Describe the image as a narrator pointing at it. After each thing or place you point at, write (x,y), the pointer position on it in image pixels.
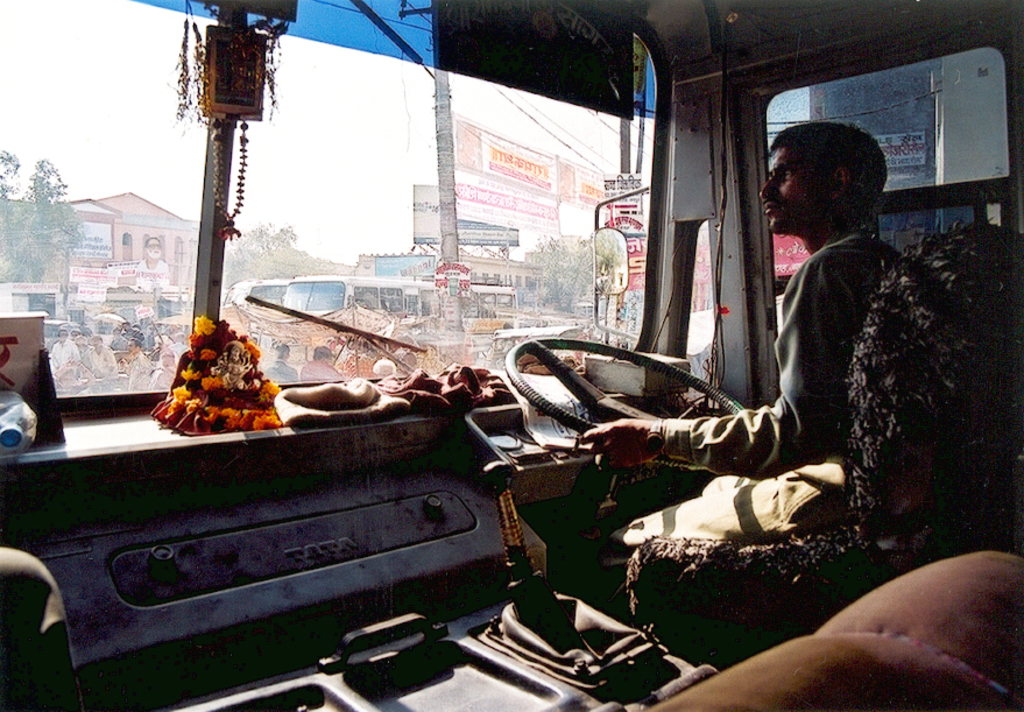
In this picture we can see the inside view of a vehicle (438,426). Inside the vehicle (373,454) a person (668,449) is sitting on a seat (712,580). On the left side of the man (710,446) there is a gear lever (509,513), flowers (220,381) and some objects (239,371). In front of the man (809,288) there is a steering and a transparent glass (453,202). Behind the transparent glass (145,352) there are vehicles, people (162,340), banners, cables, buildings (192,268), a hoarding (436,200) and the sky (372,140).
